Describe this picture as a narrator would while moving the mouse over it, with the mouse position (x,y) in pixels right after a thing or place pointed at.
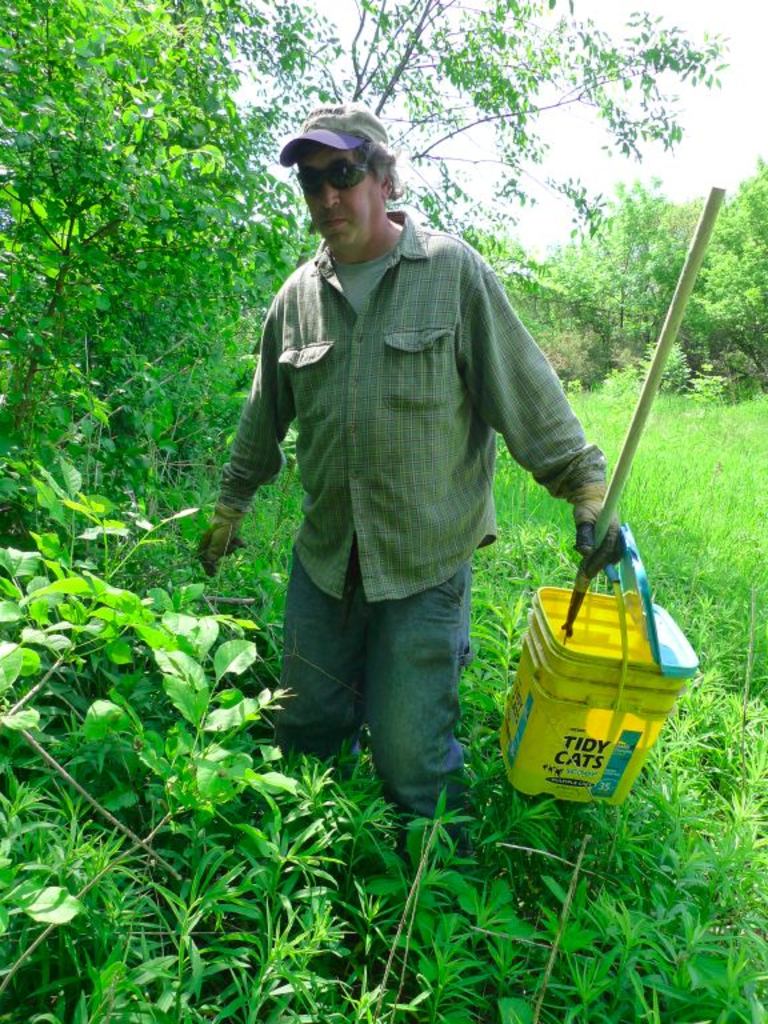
Here in this picture we can see a person (350,409) standing on a ground (392,829), which is fully covered with grass (487,648) over there and the person (374,747) is wearing gloves (235,528), goggles (325,176) and cap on him and he is holding a bucket (540,618) and a stick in his hand (585,541) and we can also see plants (110,437) and trees (114,272) present all over there.
